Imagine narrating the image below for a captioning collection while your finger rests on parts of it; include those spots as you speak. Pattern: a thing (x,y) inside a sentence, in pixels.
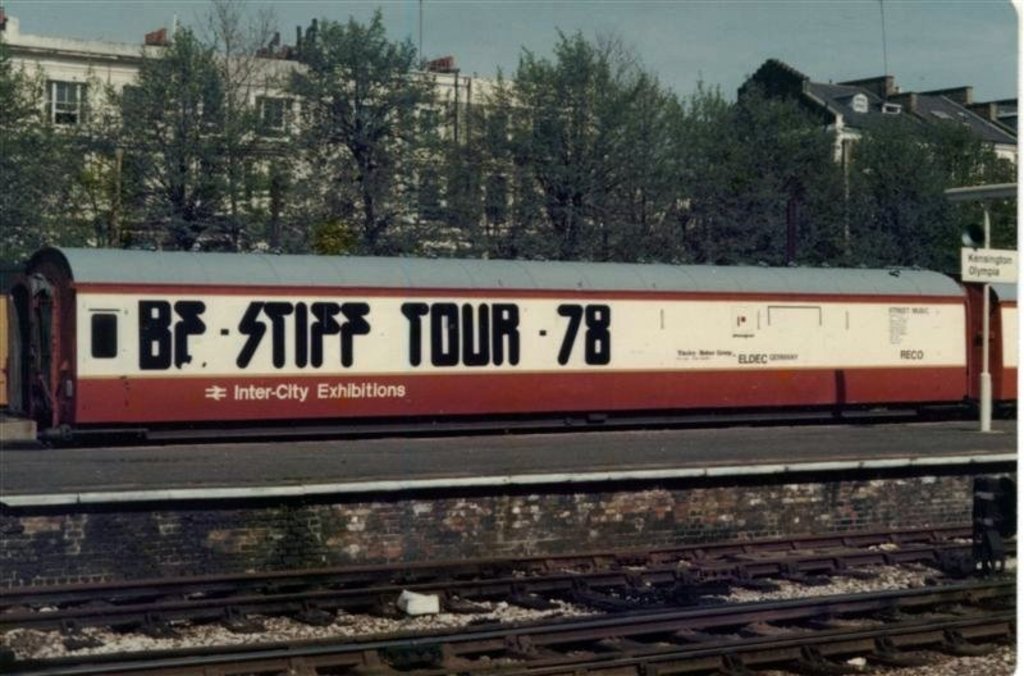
In the foreground (452,457) we can see railway track (508,570), stones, platform (855,484), name board (972,266) and other objects (987,333). In the middle of the picture (461,415) there are trees (384,188), train (579,341), buildings (297,137) and other object (848,138). At the top (529,25) it is sky (673,68).
